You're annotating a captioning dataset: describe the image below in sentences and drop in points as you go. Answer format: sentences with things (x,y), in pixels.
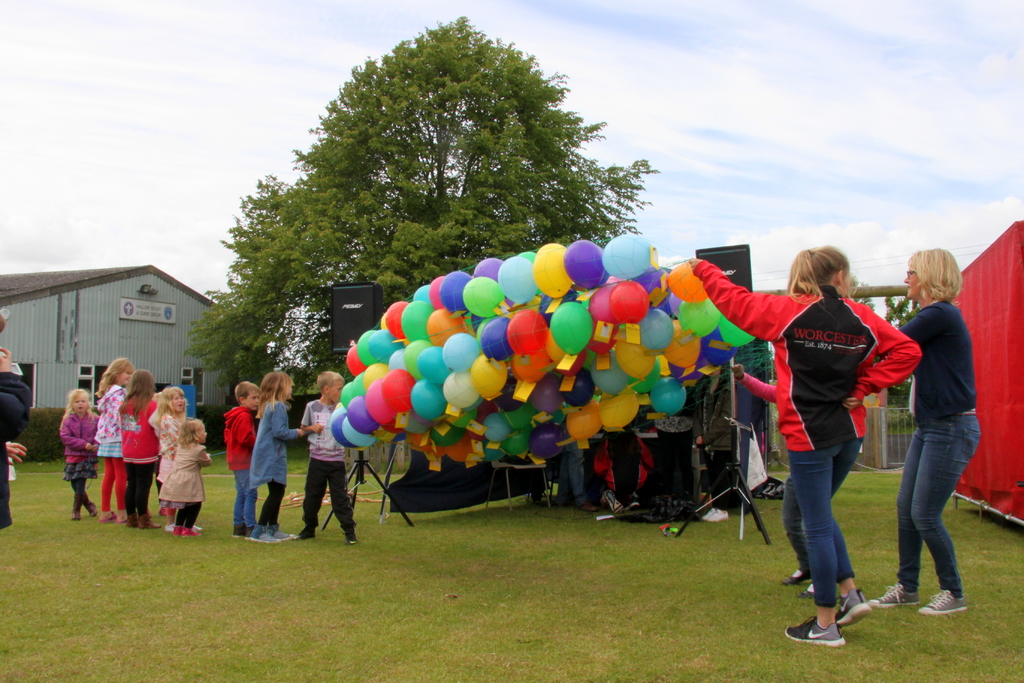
In this image I can see grass ground (77,675) and on it I can see few women (936,286) and few children (188,463) are standing. In the center of this image (552,441) I can see number of colourful balloons (589,439), few speakers (357,326) and in the background (257,286) I can see a building (162,278), few trees (343,226), clouds (756,98) and the sky (172,15). On the right side of this image (1021,233) I can see a red colour thing (1004,457).
